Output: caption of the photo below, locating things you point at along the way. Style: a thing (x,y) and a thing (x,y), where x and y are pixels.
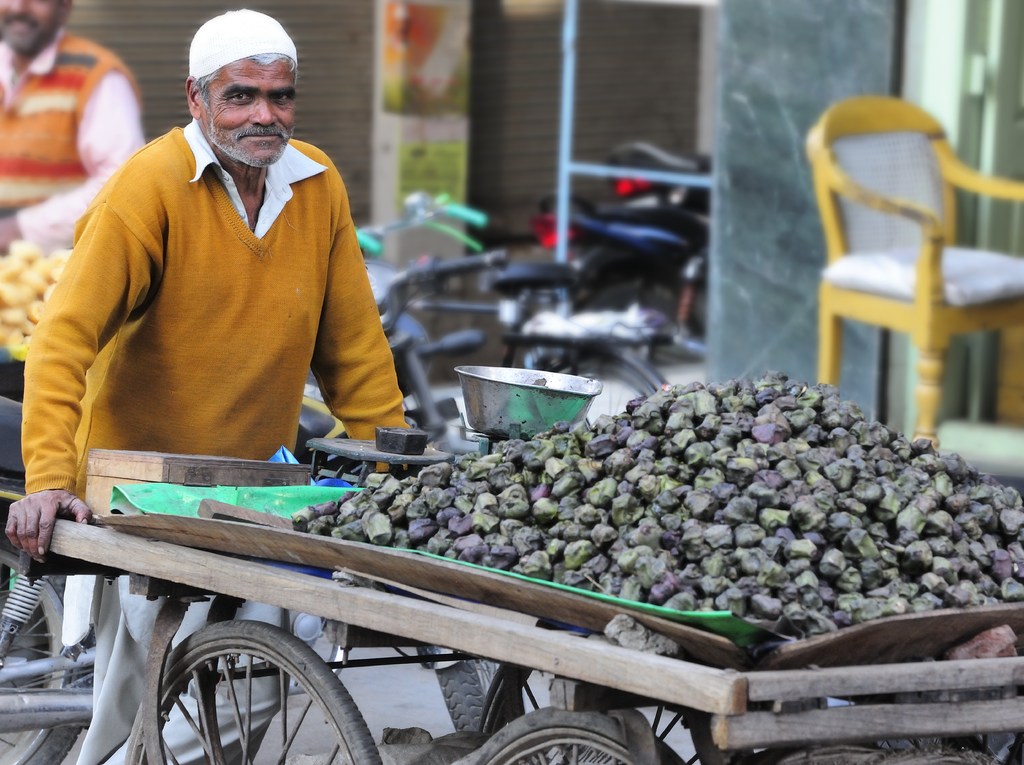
He is standing. He's wearing a cap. He's holding a vegetable cart (433,466). We can see the background is there is a bike (559,349) and chair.
